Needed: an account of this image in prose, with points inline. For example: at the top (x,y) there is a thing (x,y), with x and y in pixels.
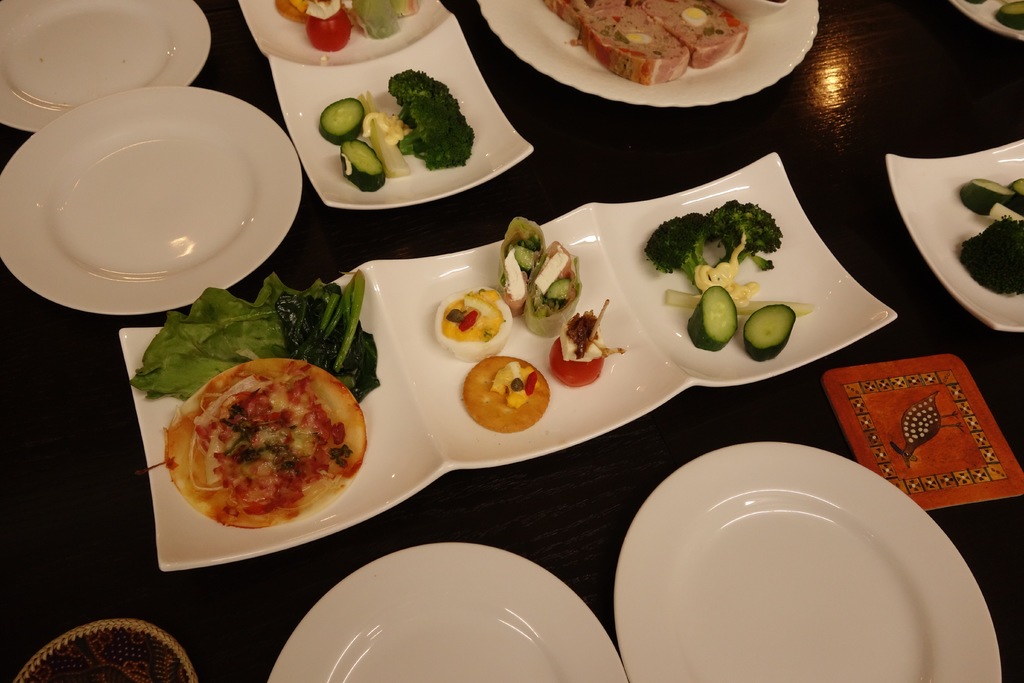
In this image I can see few plates (402,406), on the plates (772,41) I can see a food stuff (1008,261).
